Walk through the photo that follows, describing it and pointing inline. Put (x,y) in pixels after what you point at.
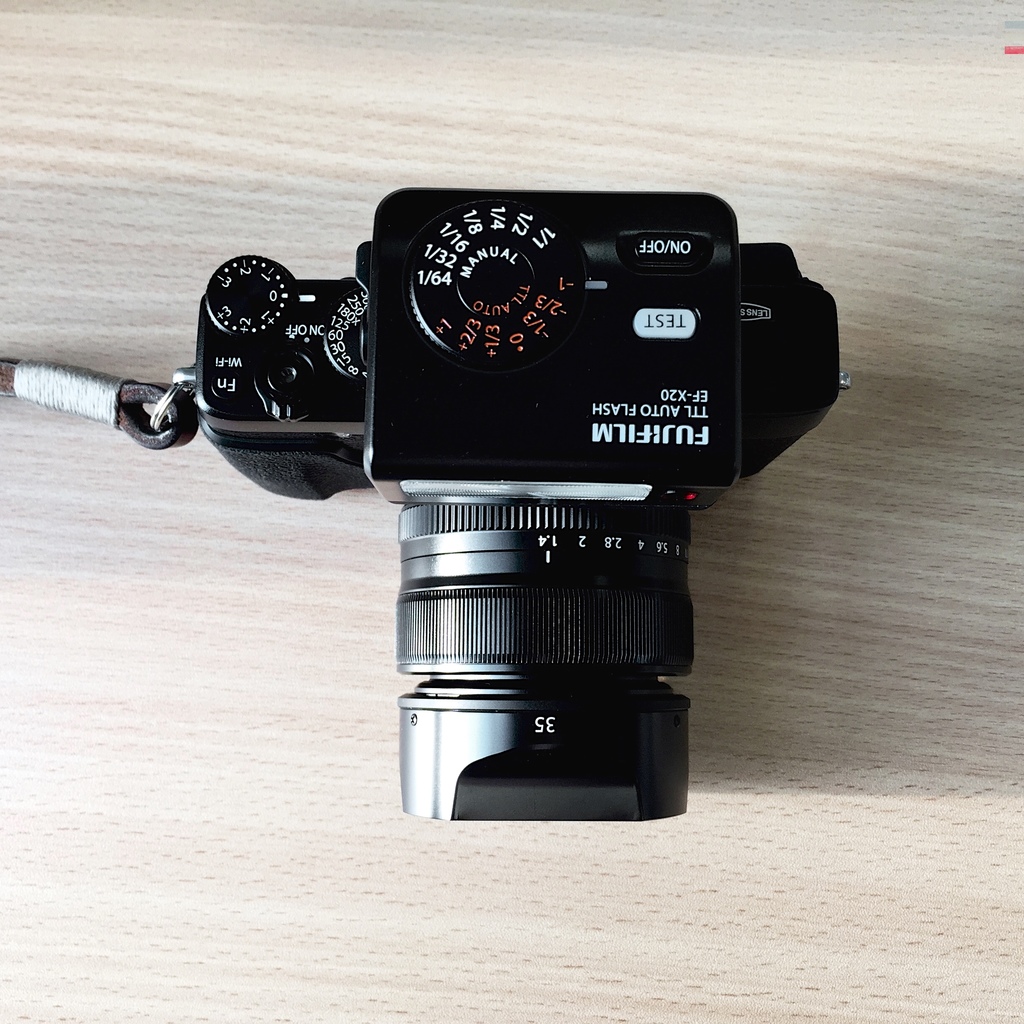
In this picture, we can see a camera (590,381) on the wooden surface (1001,54).
